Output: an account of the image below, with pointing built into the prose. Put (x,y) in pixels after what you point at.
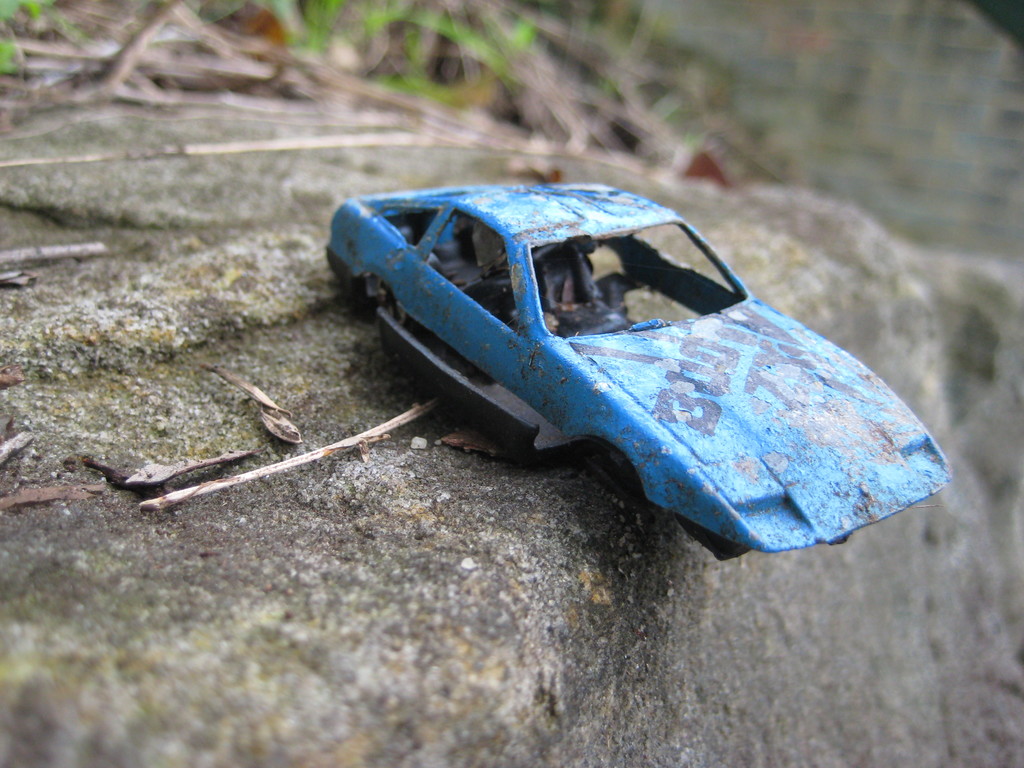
In this picture I can see a toy car (637,404) on the rock (841,702).
